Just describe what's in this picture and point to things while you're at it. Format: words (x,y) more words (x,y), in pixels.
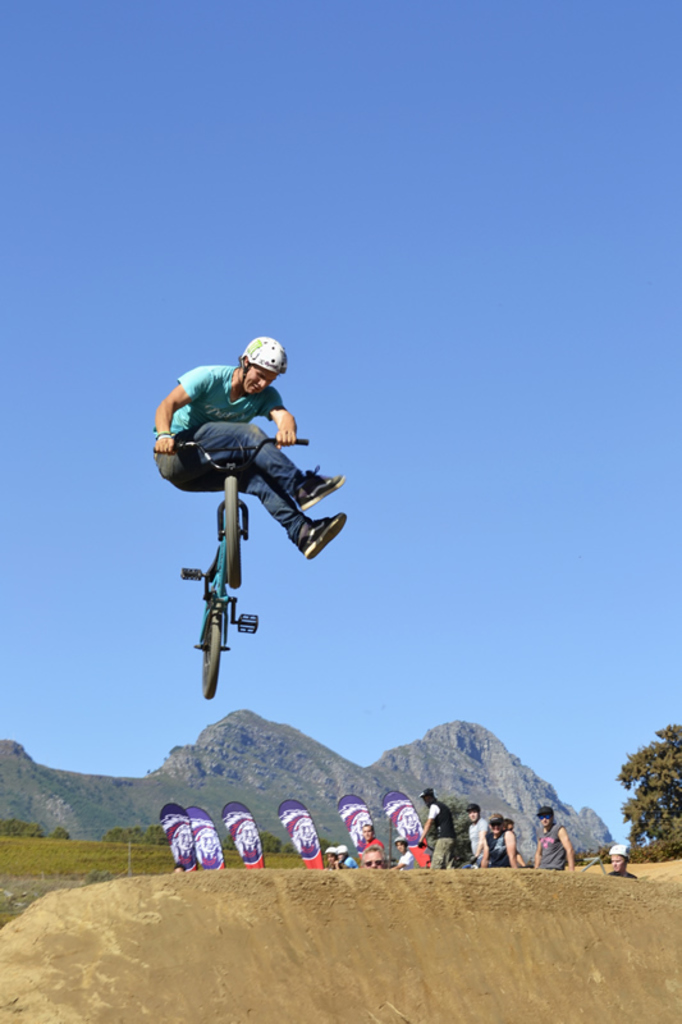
In this image there is a man (261,459) performing stunts with a cycle (244,510), in the background (235,835) there are people (422,834) standing, and there are flags (308,829), trees (226,842), mountain (326,809) and the sky (292,331).
